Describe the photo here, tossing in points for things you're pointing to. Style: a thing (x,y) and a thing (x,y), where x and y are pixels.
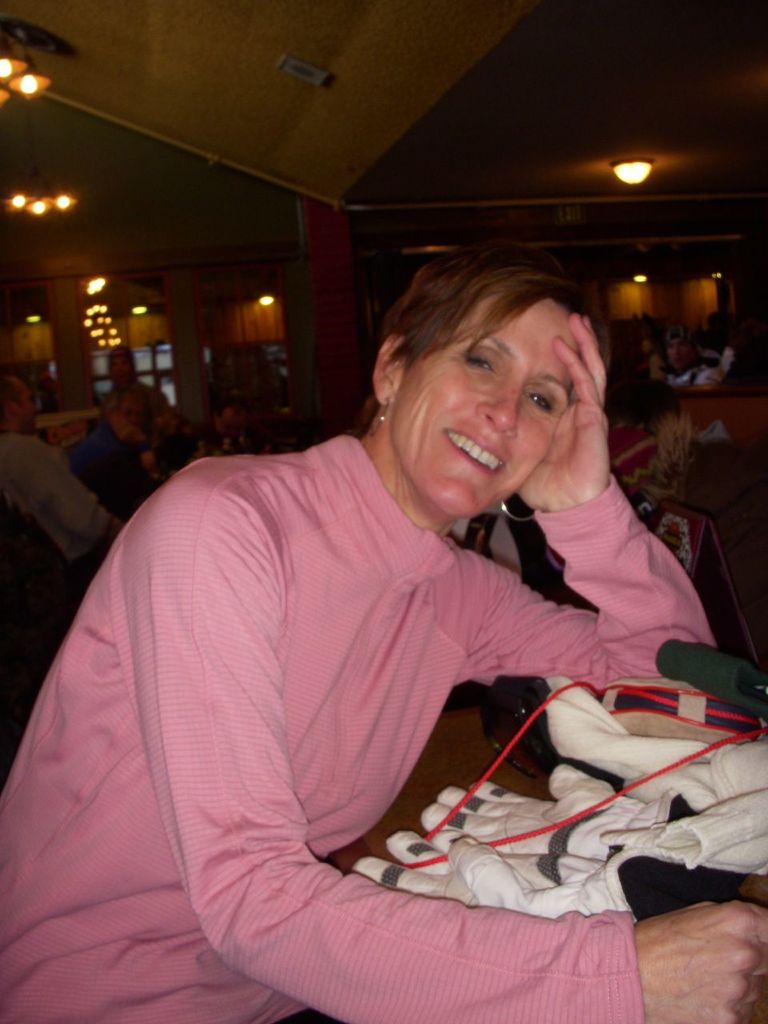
This picture is clicked inside. In the foreground (452,537) there is a person (363,571) wearing pink color t-shirt (340,598), smiling and sitting and there are some objects (642,762) placed on the top of the table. In the background (679,353) we can see the group of persons (671,360) and we can see the roof (406,151), ceiling lights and many other objects (444,241).
